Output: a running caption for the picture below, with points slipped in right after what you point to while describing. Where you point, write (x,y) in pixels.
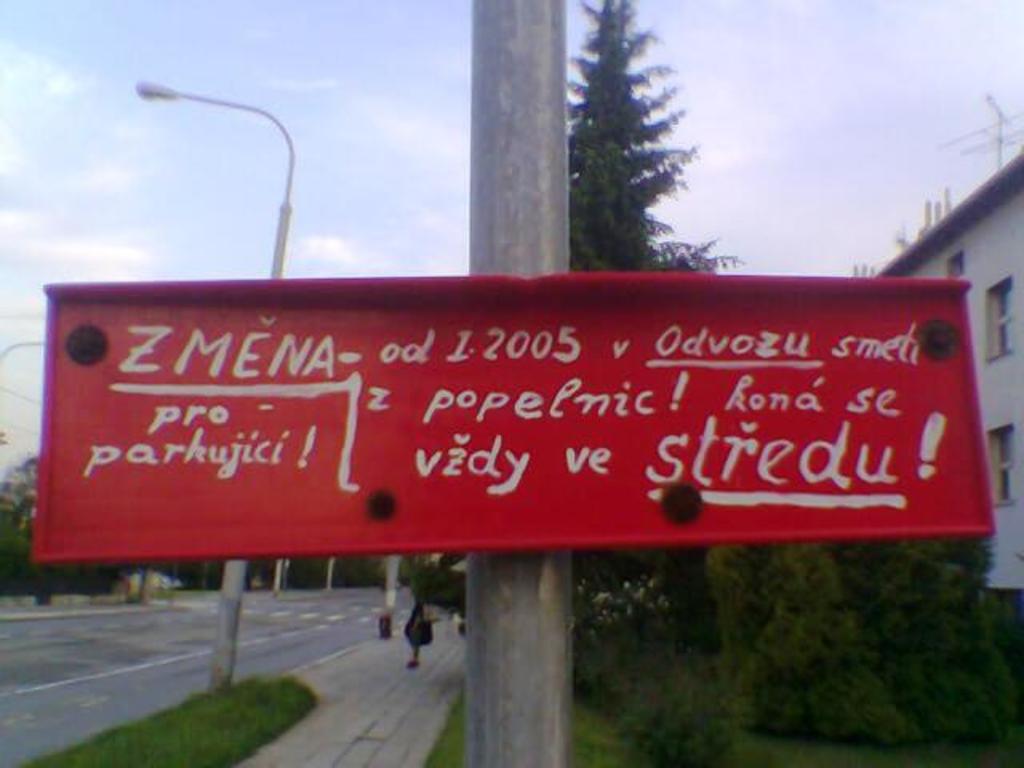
In this image there is a pole (503,144) in the middle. To the pole (490,229) there is a board (681,355). On the right side (971,265) there is a building (1000,253). On the building (1015,243) there are antennas (1006,135). In front of the building (1006,388) there are trees (692,602). On the left side (169,635) there is a road (100,626). There are light poles (217,677) on the footpath (391,695). At the top (382,169) there is the sky (401,184). There is a person (413,633) on the footpath (392,647).
